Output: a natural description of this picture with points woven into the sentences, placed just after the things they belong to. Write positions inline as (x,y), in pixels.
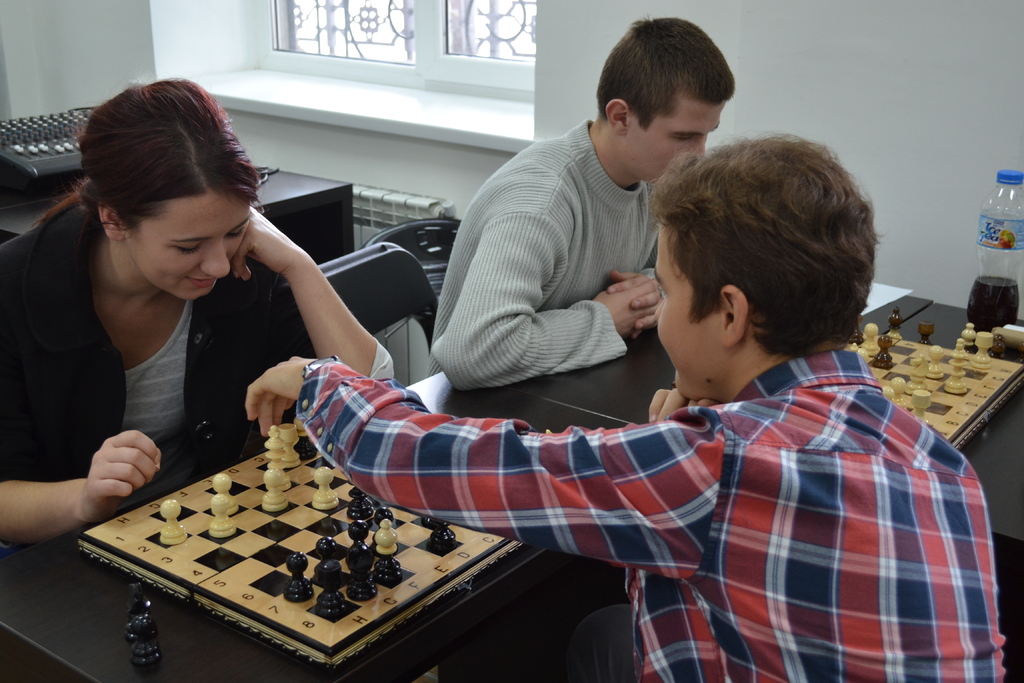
In the picture there are few people (609,609) playing chess, there are two chess boards (262,561) and only three people (533,464) were visible in the picture, the chess boards (477,558) were kept on the table (200,658) and on the right side (753,82) there is a wall (578,48) and beside the wall (566,73) there is a window (345,69) and there is another table (297,173) in front of the window (317,11) and some equipment (60,142) is kept on the table (284,224).
